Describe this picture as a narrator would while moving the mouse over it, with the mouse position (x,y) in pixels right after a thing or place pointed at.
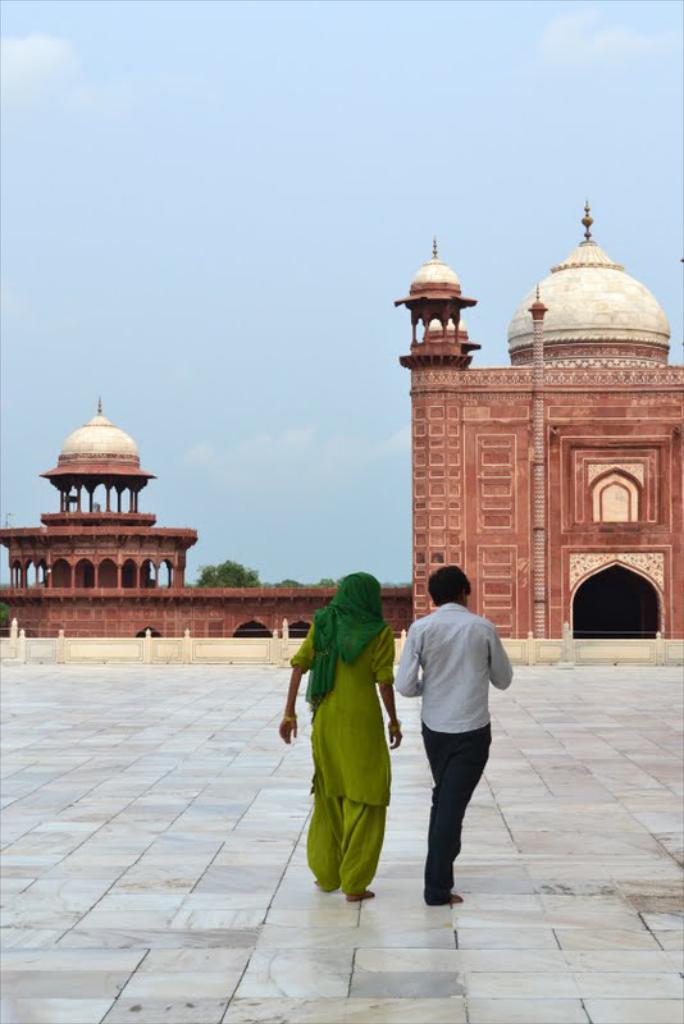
In this image I see a woman (315,720) who is wearing light green and dark green dress (343,698) and this man (440,749) is wearing white and black dress (453,746) and I see the path (23,689). In the background (328,556) I see the monuments (99,547), trees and the clear sky (312,254).
